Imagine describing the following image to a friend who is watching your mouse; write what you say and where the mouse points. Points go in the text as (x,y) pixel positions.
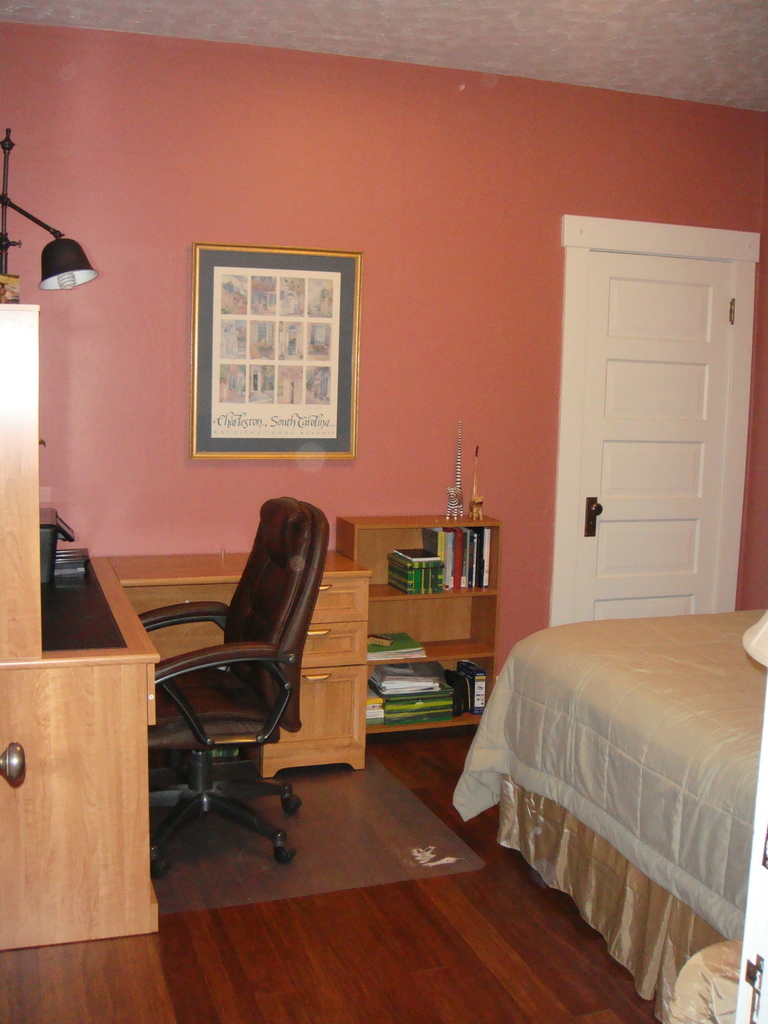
In the image we can see a chair (265,743), bed (690,712), floor (377,966), shelf (463,646), books (460,587) on the shelf (457,600), frame (253,341), wall (366,336), lamp (68,281), door (583,464) and cupboards (99,693).
